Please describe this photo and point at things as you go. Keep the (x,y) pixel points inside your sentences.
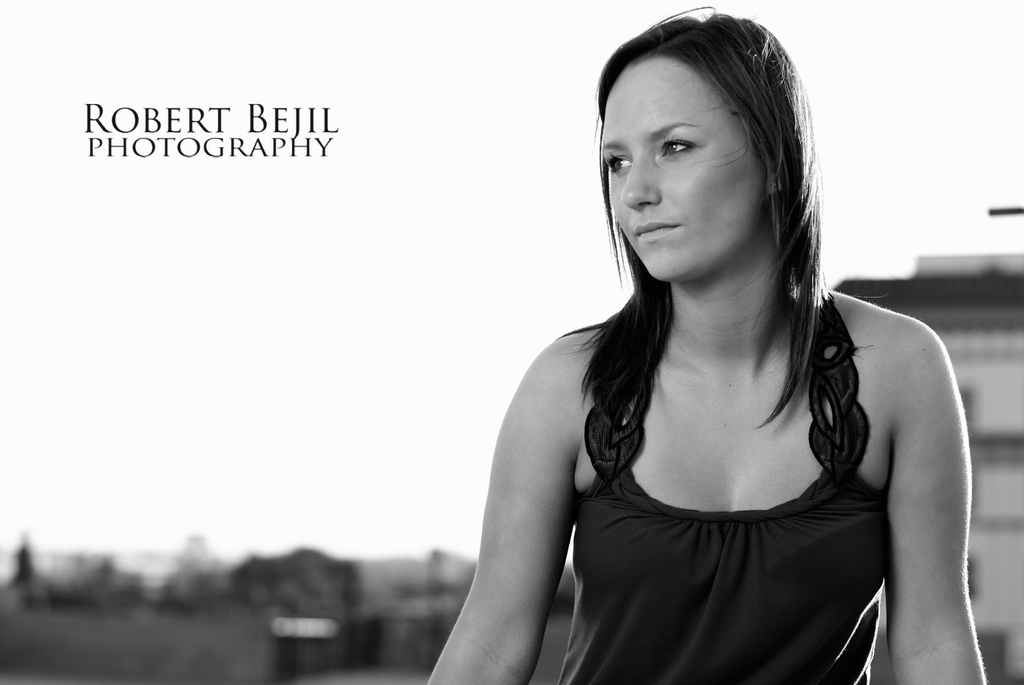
In this picture we can see a woman (690,483) and some text (91,132) on the left side (313,129). We can see the building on the right side (1012,312). Background (399,601) is blurry.
